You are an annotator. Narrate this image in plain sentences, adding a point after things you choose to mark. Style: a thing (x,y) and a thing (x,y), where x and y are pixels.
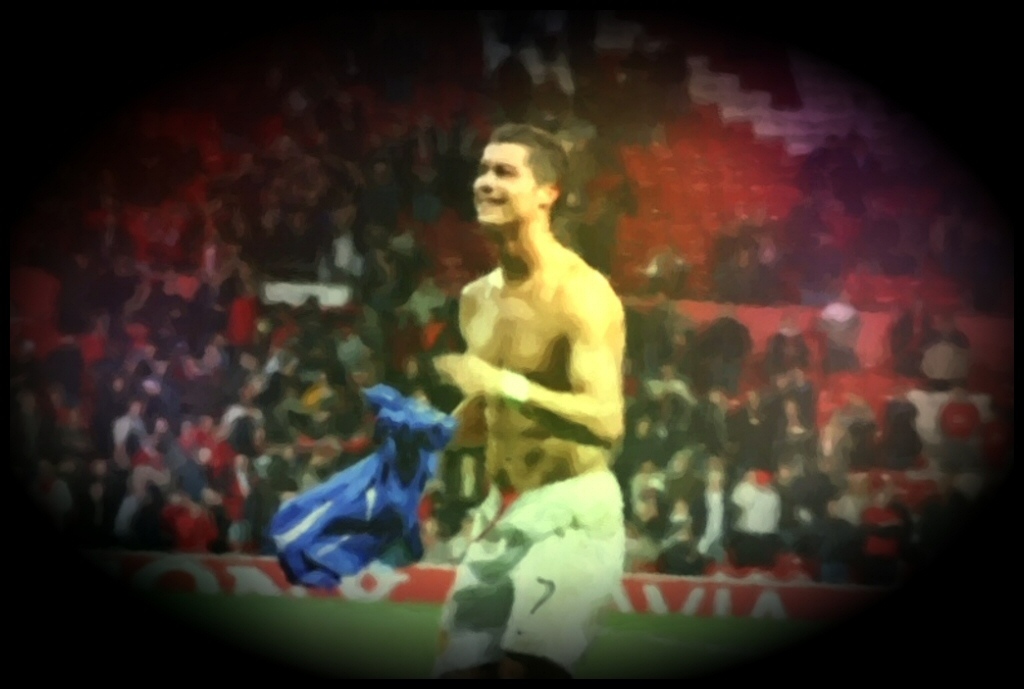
In the image we can see a man (594,407) standing, wearing shorts (542,502) and he is smiling. Here we can see the audience (276,411), grass (373,605) and the corners of the image are dark.
